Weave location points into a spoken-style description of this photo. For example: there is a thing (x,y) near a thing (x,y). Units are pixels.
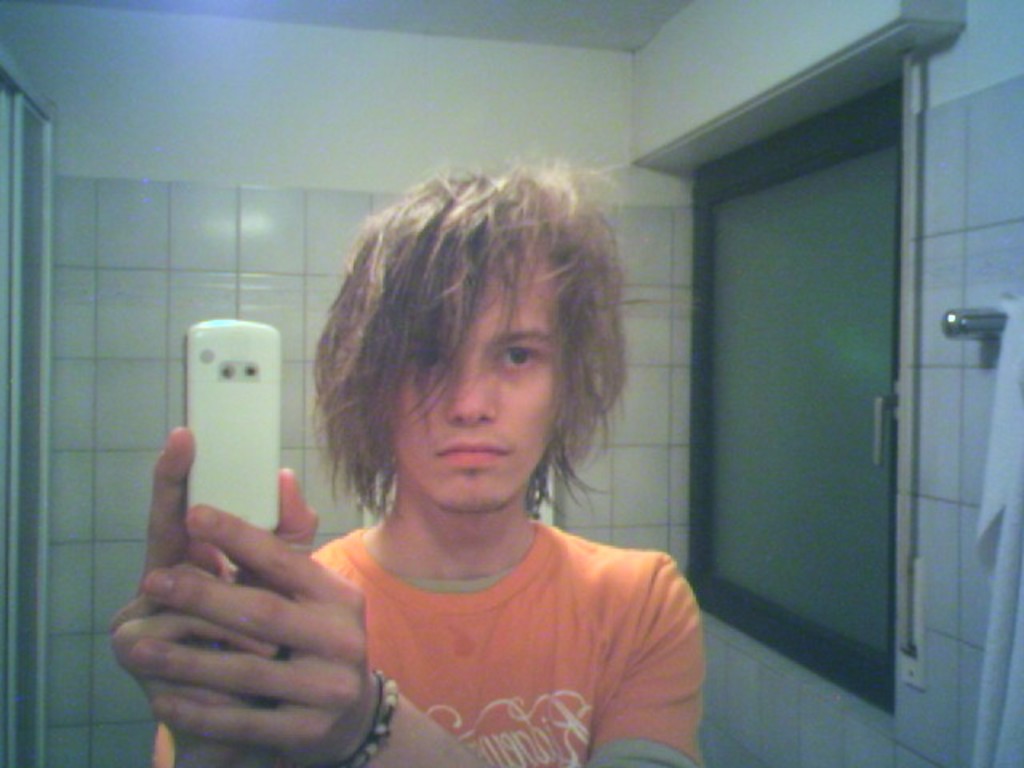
This picture is taken inside the room (685,555). In this image, in the middle (559,325), we can see a man (424,601) standing and holding a mobile (205,343) in his hand (299,738). On the right side (1021,295), we can see a metal rod (978,311), on the, metal rod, we can see a cloth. On the right side (829,379), we can see a glass window (818,416) which is closed. In the background (76,205), we can see a white color tiles (76,205). At the top (538,32), we can see a roof (610,15).
